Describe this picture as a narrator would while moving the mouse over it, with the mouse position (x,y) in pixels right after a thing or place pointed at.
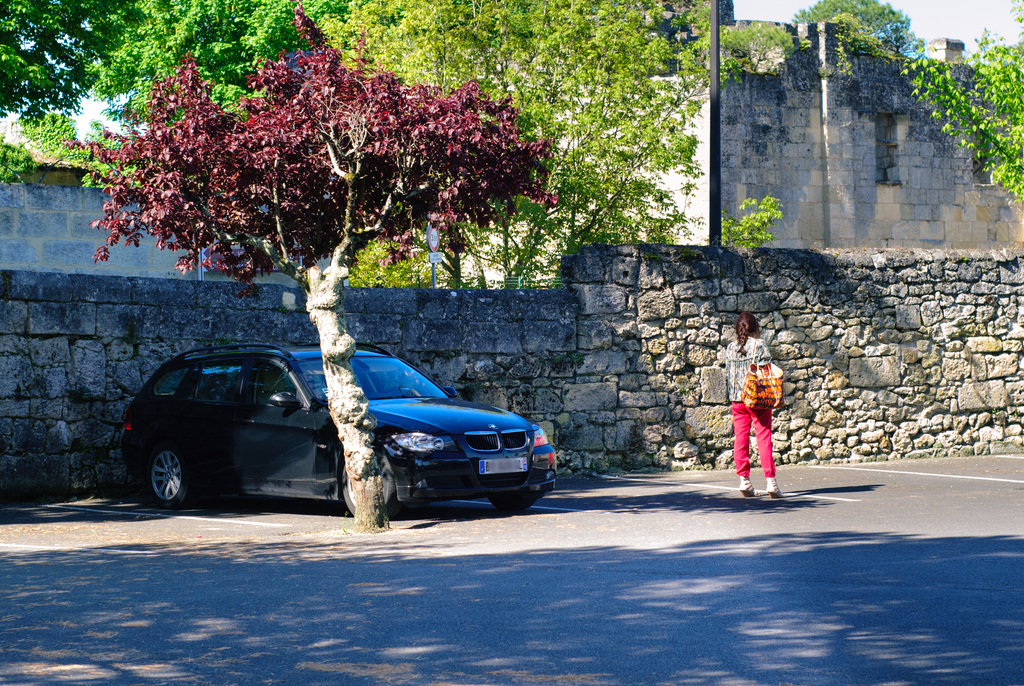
In this image we can see a girl (764,348) is standing on the road (881,509). She is wearing pink color pant (748,434), grey top (739,391) and holding bag (764,379). We can see one tree (358,463). Behind the tree (369,489), car (420,427) is there. Behind the car (434,432) boundary wall (598,320) is present. Behind the wall (620,333), trees (515,94) and buildings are there.
